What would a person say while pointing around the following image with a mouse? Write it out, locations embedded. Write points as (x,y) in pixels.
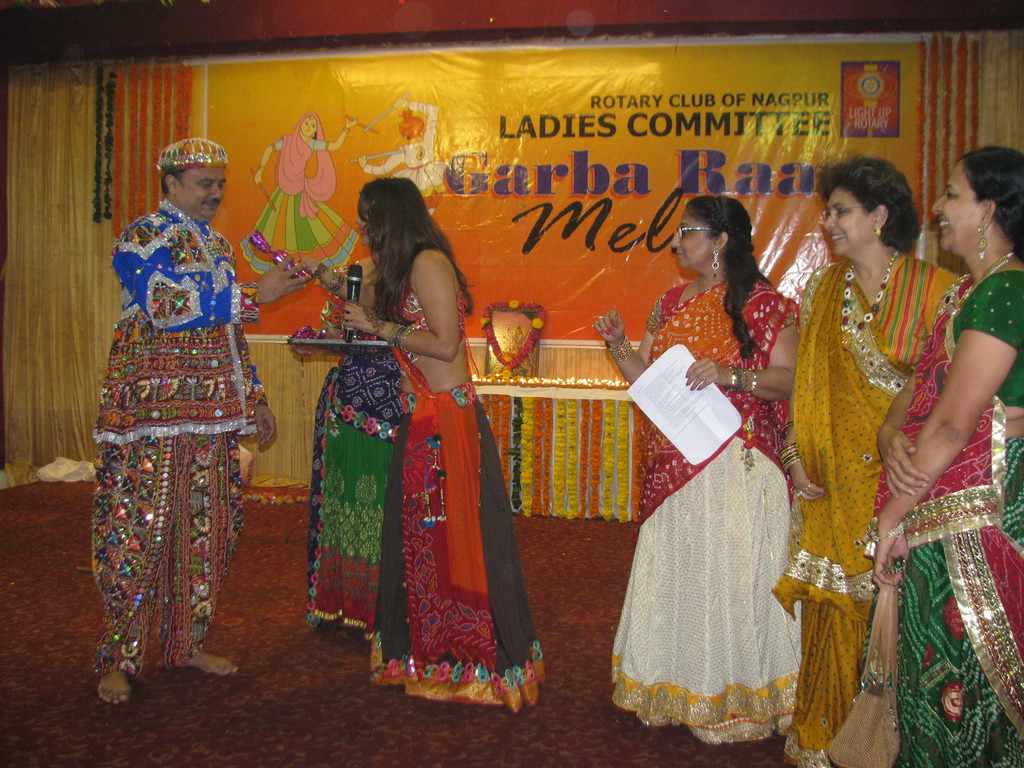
In this image I can see six people (662,498) standing. One person (647,347) is holding a paper (640,406), one person (430,386) is holding a mike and two persons (211,246) are holding an object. There is a banner (566,125), photo frame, curtain (50,183) and there are flower garlands (586,406). Also there are some other objects (486,380).
